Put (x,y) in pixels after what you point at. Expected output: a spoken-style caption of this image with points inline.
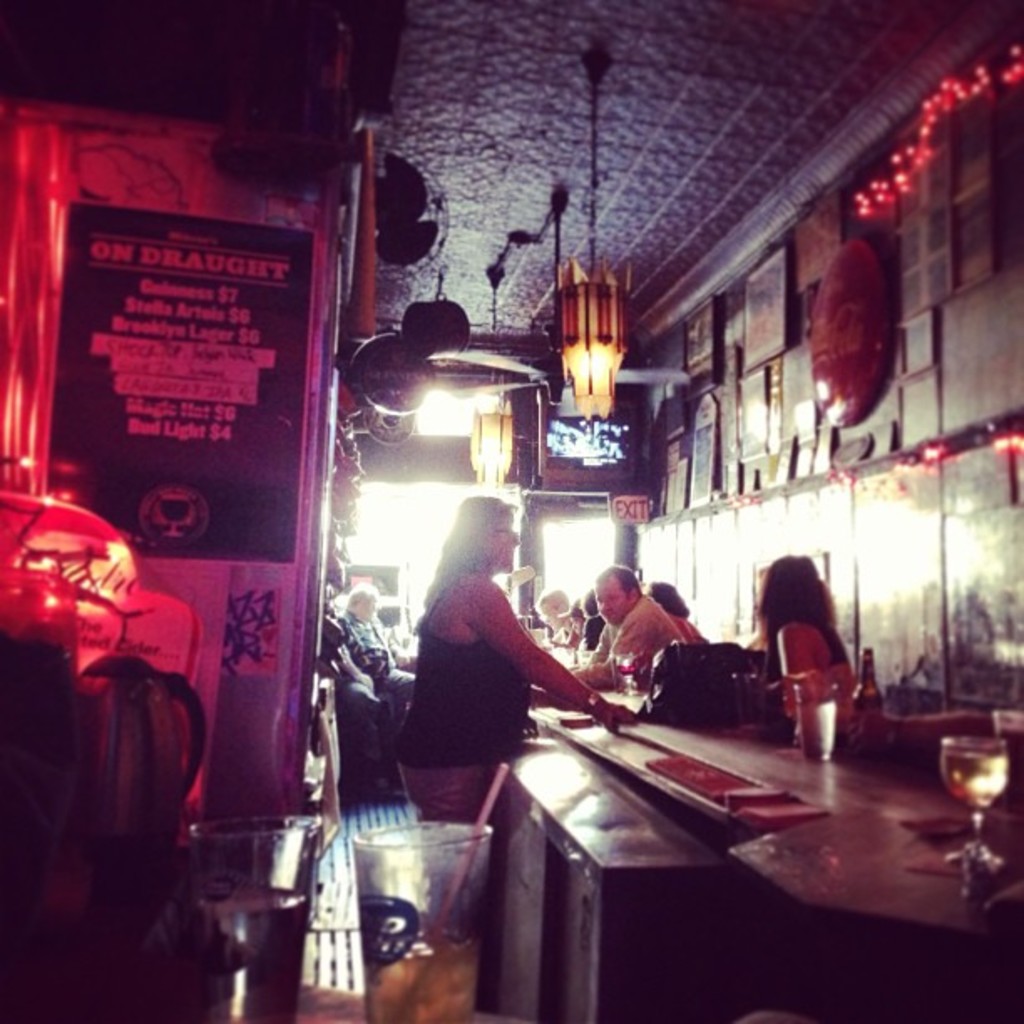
In the front (412,860) there are two glasses (296,909). In the left side (102,587) there are some lights (75,525) and a banner (214,375). In the ceiling (655,309) there is a chandelier (592,343). On the right (905,507) there is a wall (852,527). Some people (652,596) are standing. There is a table (714,760). On the table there are glasses (957,792) and bottles (858,699). In the background (600,466) there is a television (619,455) and an EXIT board (627,514). There are lights (863,202) on the wall (1019,105), also photo frames (748,336) are there.
